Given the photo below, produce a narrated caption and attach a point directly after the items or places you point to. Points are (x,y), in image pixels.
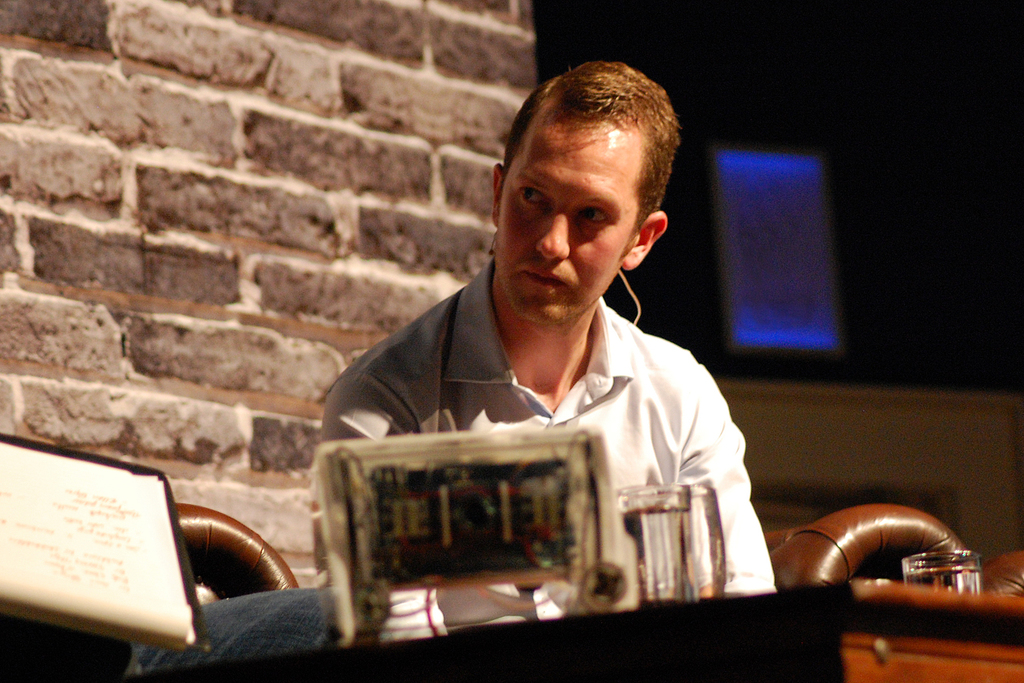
In this image we can see there is a person (652,351) sat on a couch (812,551) and looking to the left side of the image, in front of the person (560,424) there is a table (862,617). On the table (784,613) there are two glasses (689,548) of water (915,573) and some other objects (422,563). In the background (219,264) there is a wall (213,257) with bricks (230,187).
